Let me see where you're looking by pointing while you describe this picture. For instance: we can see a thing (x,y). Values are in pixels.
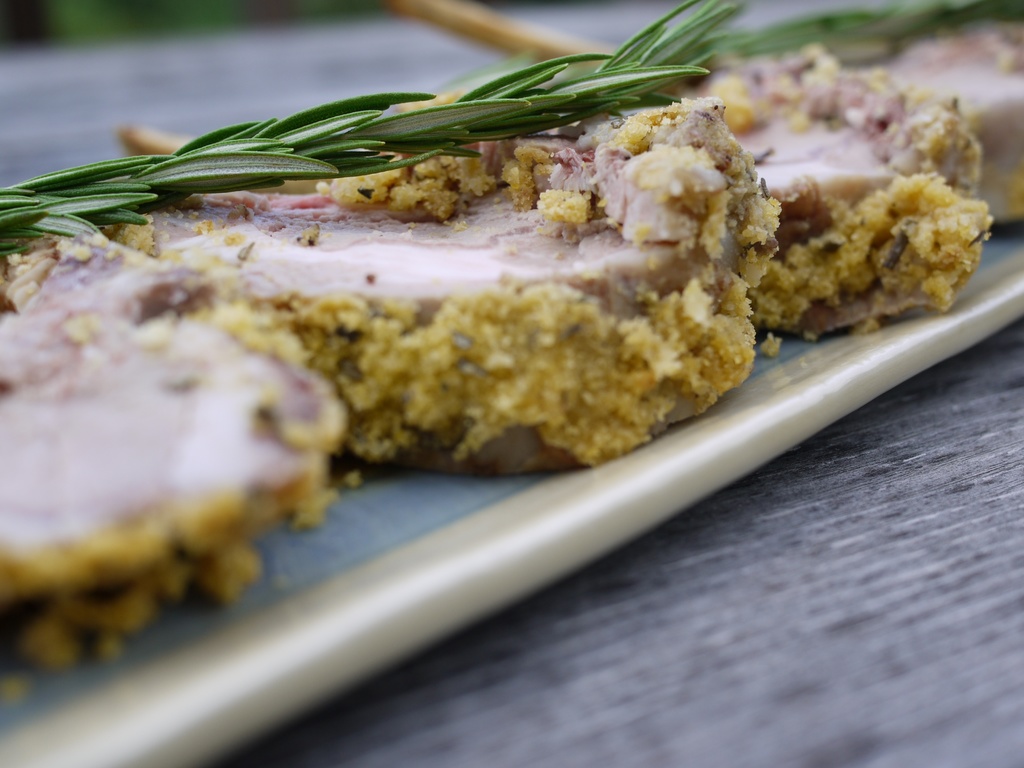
In this image we can see a tray (528,532), meat (458,409) and a rosemary sprig (318,158) placed on the table (812,599).
